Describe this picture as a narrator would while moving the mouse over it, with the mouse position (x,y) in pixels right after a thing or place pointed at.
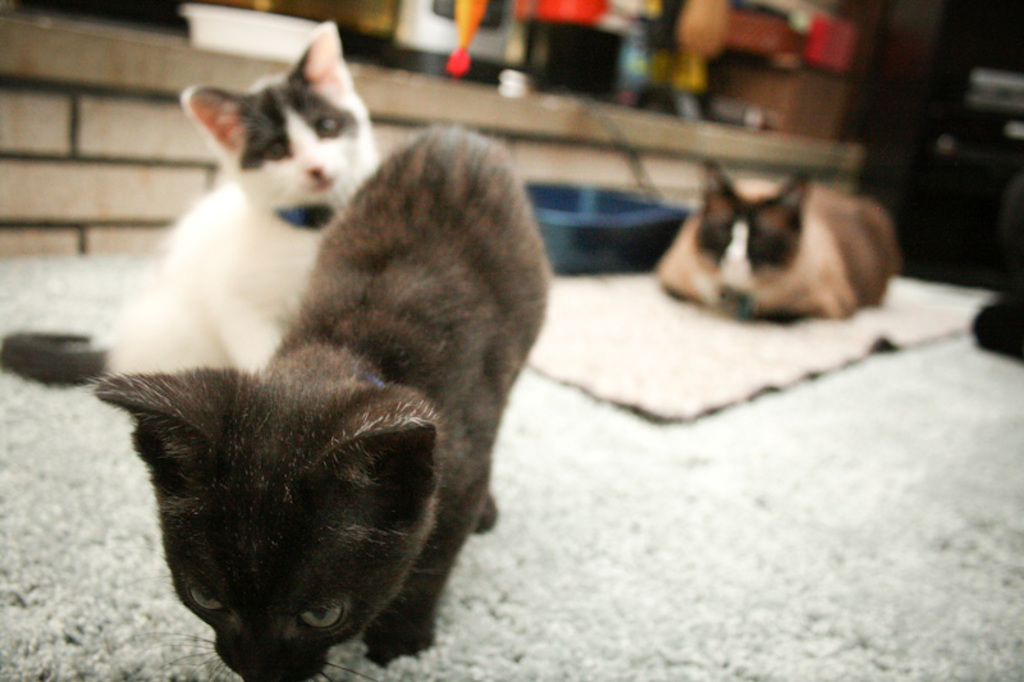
In this image there is a cat (340,356) in the middle (370,322). Behind the cat (366,351) there is another cat (231,242). On the right side (780,252) there is a cat (778,246) which is lying on the floor (733,332). Beside the cat (697,295) there is a tray (596,231). At the bottom (621,555) there is a mat (698,504).
